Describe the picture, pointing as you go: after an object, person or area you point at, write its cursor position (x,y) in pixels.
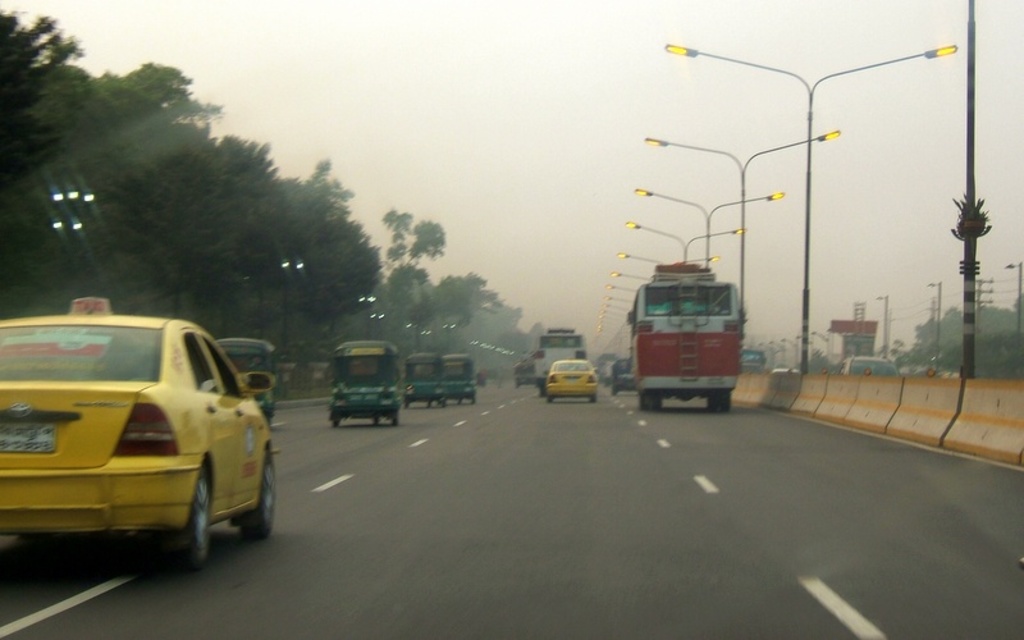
In this image we can see a group of vehicles (469,363) on the road (705,432). We can also see the street poles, a group of trees (492,338), a board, poles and the sky (584,308).
